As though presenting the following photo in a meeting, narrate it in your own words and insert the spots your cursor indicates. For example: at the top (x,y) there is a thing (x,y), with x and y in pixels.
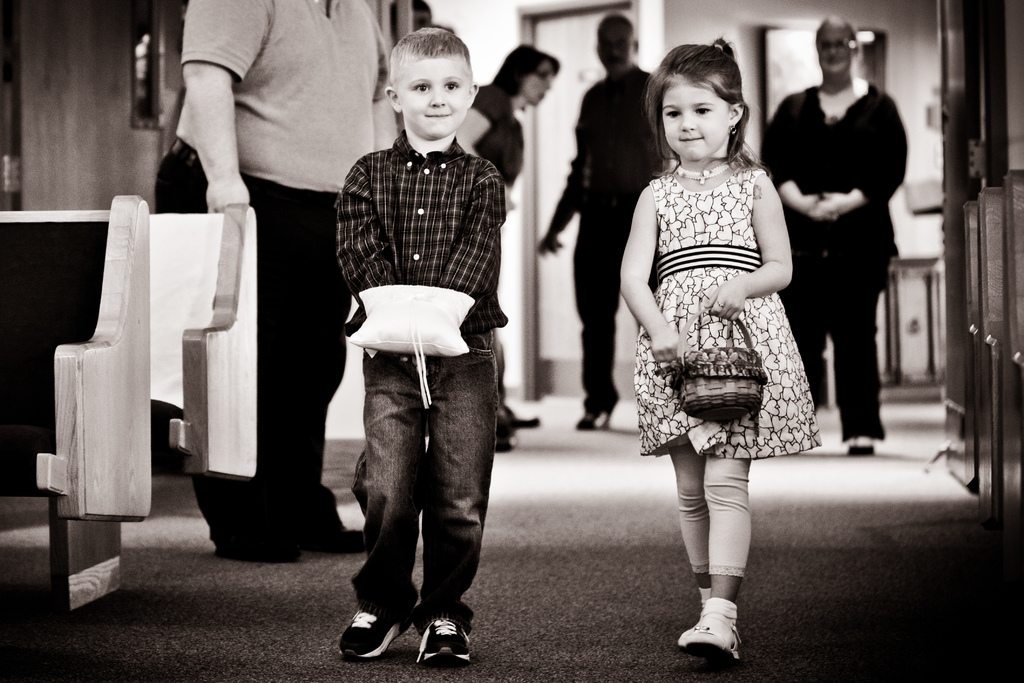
Front this girl (703,144) is holding a basket (696,415) and this boy (467,376) is holding an object (388,318). We can see chairs (36,364) and people (274,313).
